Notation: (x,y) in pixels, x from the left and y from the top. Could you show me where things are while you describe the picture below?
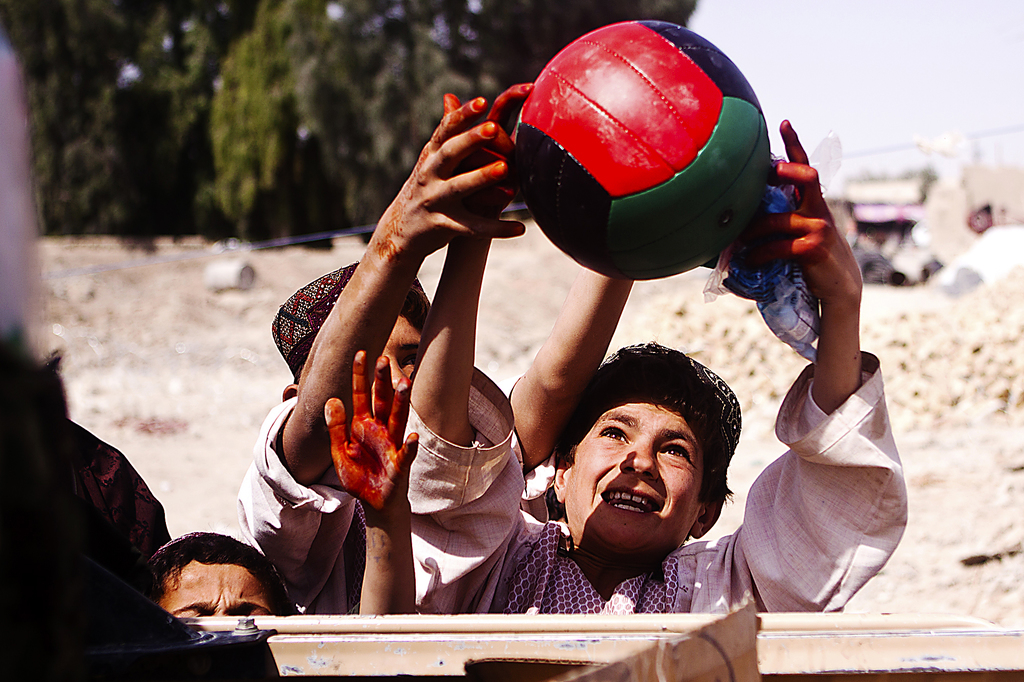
In this picture there is a person (578,521) holding the ball (612,75) and there are two people (490,204). In the foreground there is a wooden object (587,644). At the back (1001,203) there are trees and there is a building (964,228). At the top (871,68) there is sky (751,44). At the bottom (915,505) there is ground (159,265).
